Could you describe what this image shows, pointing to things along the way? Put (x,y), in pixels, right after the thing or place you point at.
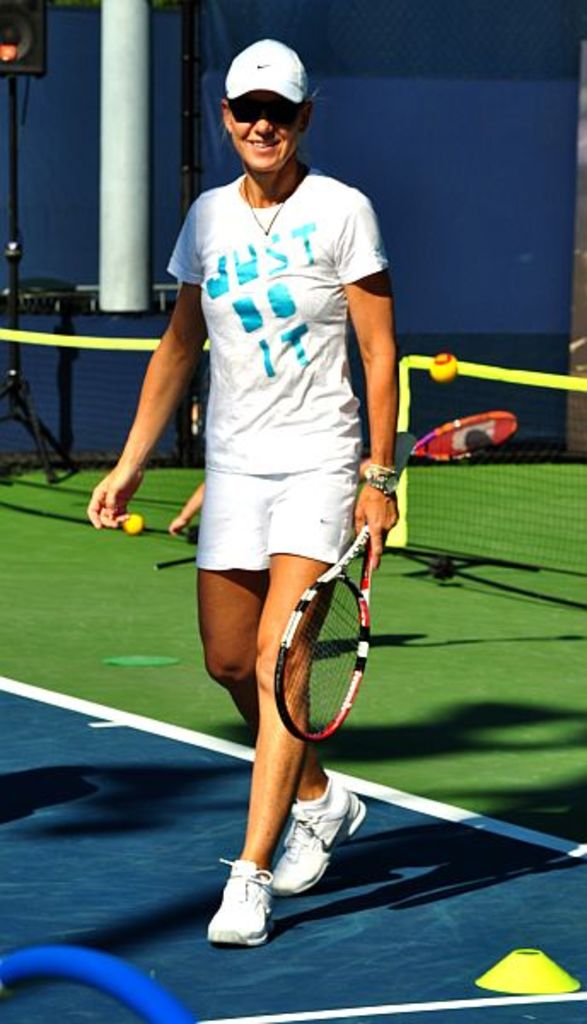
In this image I can see a person (282,629) holding a racket (344,580). At the back side (505,453) there is net (434,385) and a ball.
